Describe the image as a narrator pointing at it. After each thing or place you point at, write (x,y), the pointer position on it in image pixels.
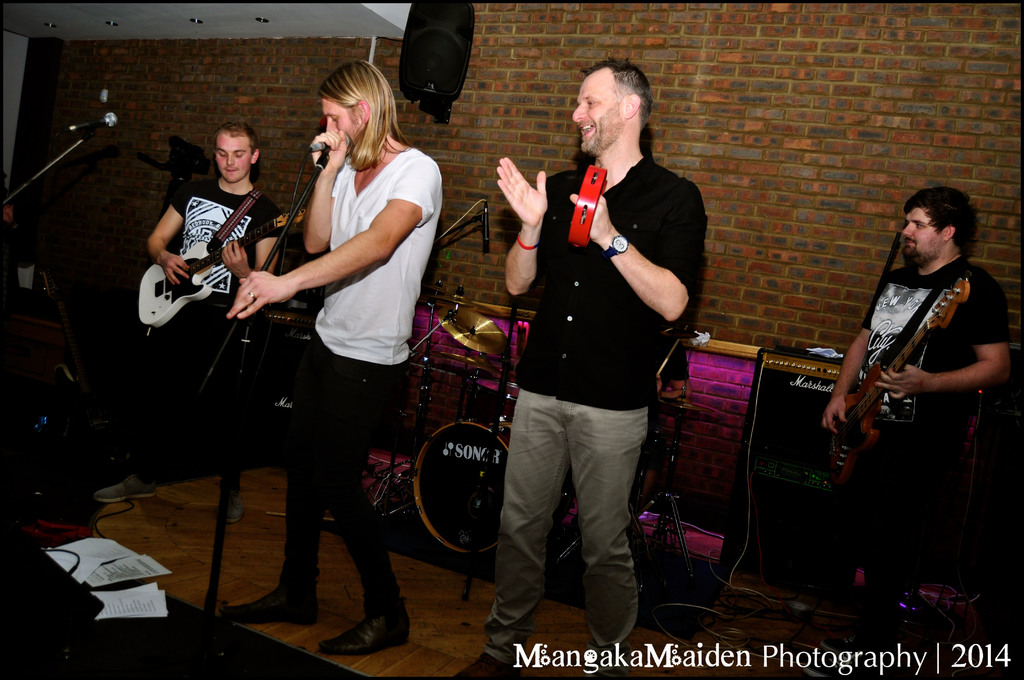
In the image there are four people (893,280) standing and playing their musical instruments (925,336). In middle (344,227) there is a man (350,217) who is wearing a white color t shirt (393,185) holding a microphone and singing. In background (450,250) we can also see some musical instrument (463,486), speakers (769,433) and a brick wall (787,305) at bottom (151,589) there are some papers (121,566), wires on top (256,12) there is a roof (96,33) with few lights (49,27).
